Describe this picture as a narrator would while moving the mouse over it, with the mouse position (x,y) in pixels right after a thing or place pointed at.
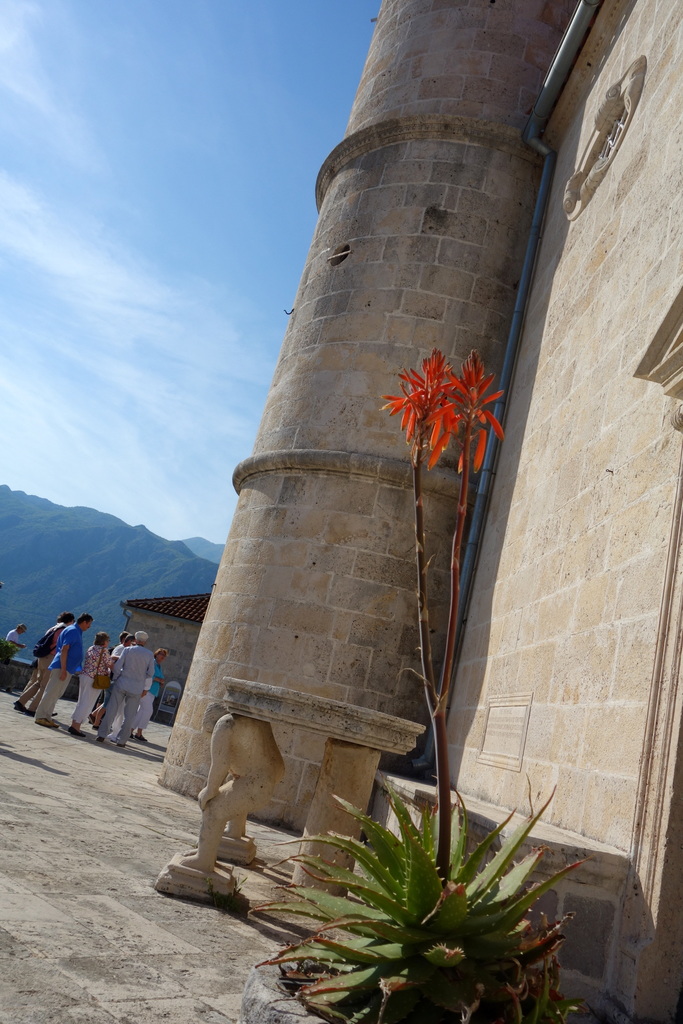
In this image I can see a building (475,791) and few people (50,675). We can see plant (414,848) which is in green and orange color. Back Side I can see mountains (151,560). The sky (232,202) is in white and blue color.
